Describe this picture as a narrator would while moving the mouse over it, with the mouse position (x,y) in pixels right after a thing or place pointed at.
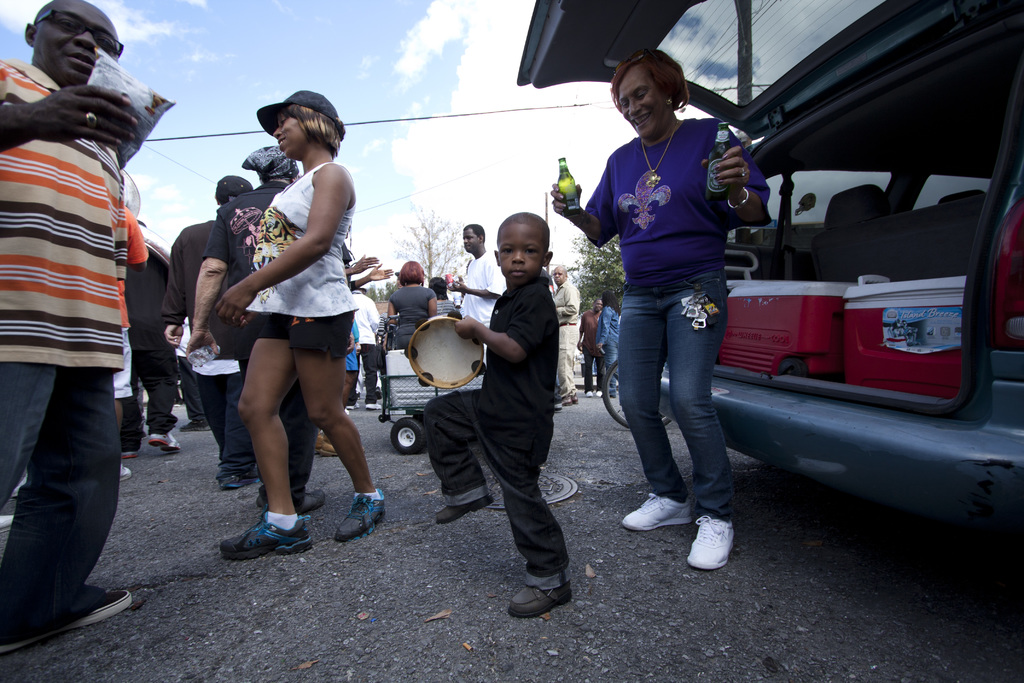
In this image we can see there are few people (198,333) are on the road (887,521), some are walking and some are dancing. On the right side of the image (990,322) there is a vehicle (790,243) parked, in front of the vehicle (741,380) there is a lady (658,259) dancing and holding two drink bottles (712,173) in her hand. In the background (371,143) there is a sky (358,132).
